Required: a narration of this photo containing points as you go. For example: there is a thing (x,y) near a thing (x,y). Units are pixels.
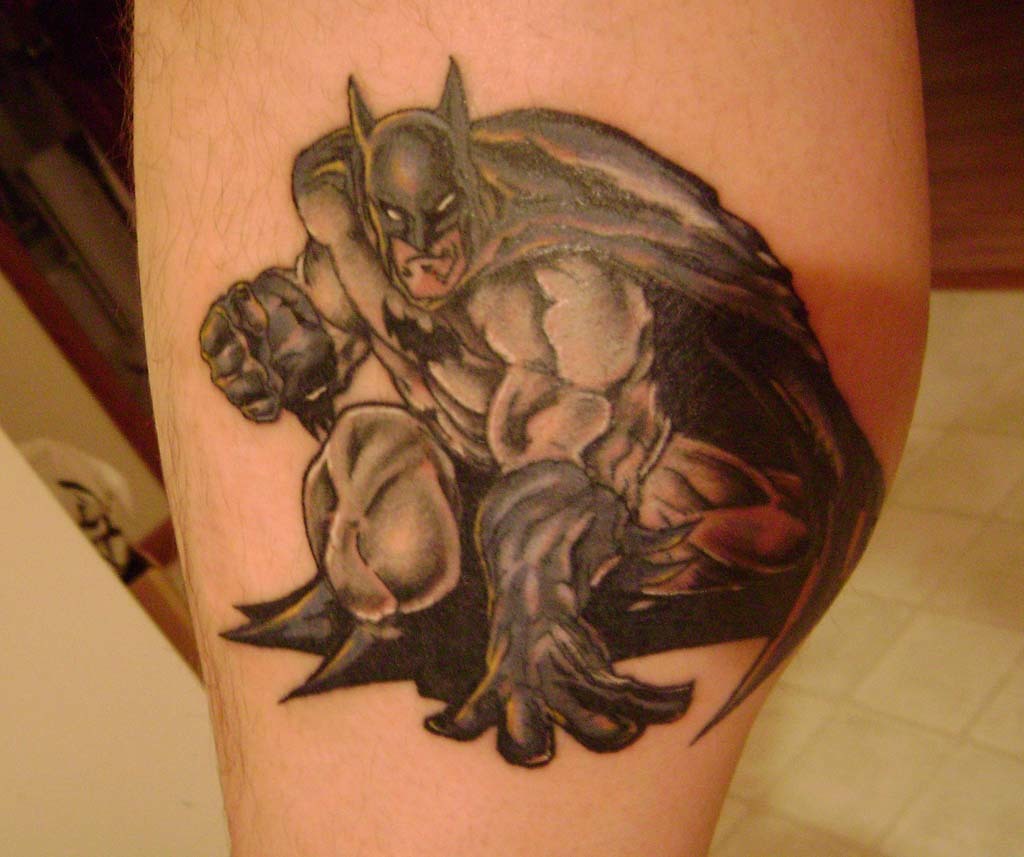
In this image we can see a batman tattoo (669,575) on a person's body part (357,614).
